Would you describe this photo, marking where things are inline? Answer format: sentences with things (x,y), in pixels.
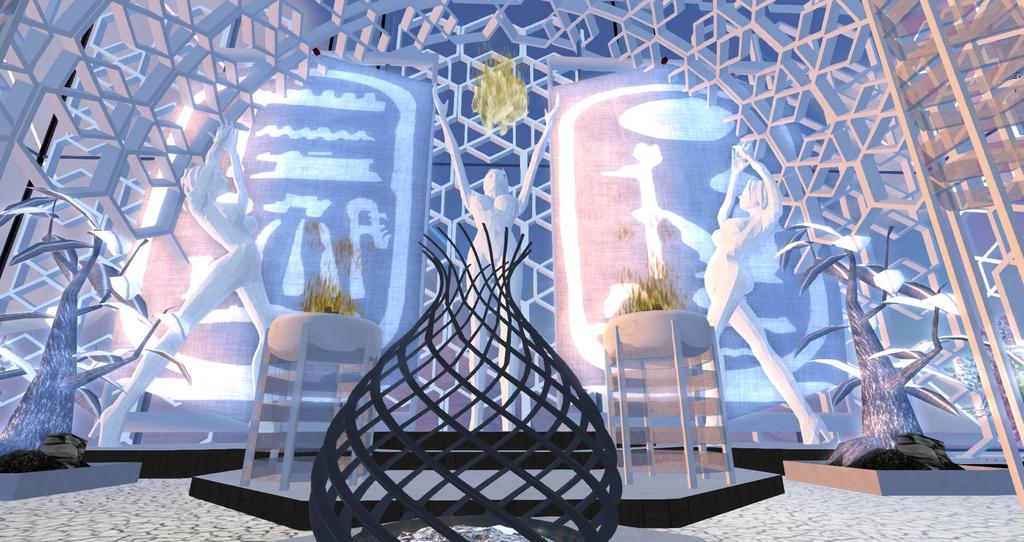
In the picture we can see an architecture (6,105) near it we can see three human statues (763,353) on the surface (961,521).
